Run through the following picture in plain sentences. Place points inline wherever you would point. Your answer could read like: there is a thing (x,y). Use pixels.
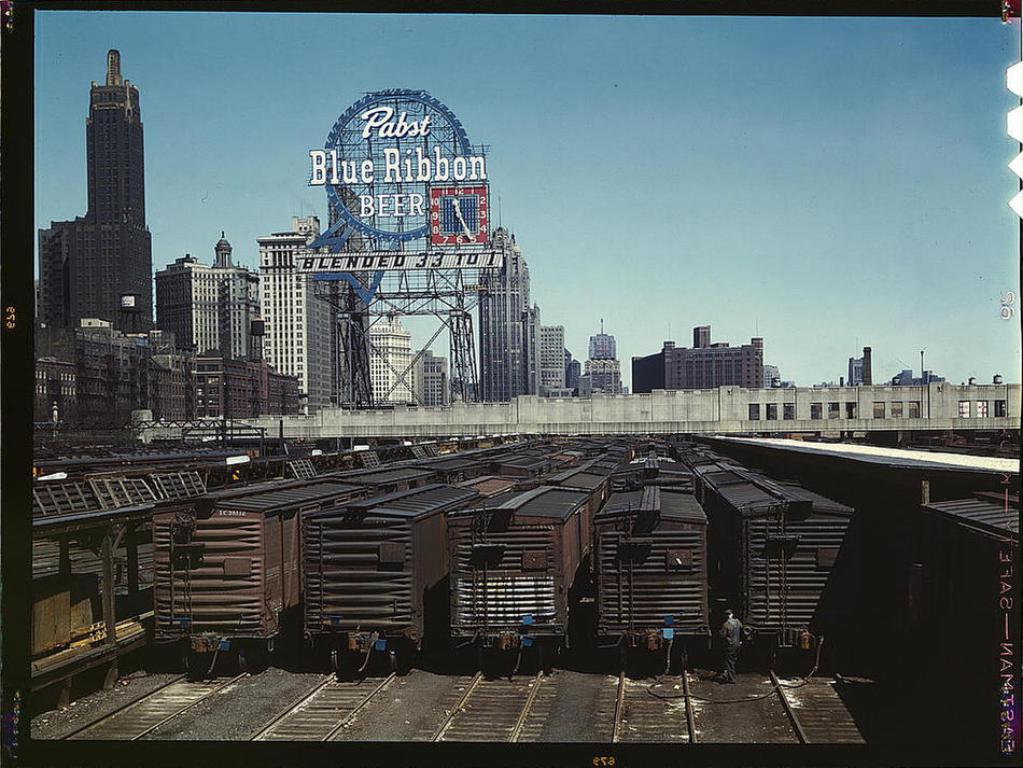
In this picture there are few trains (524,568) on the tracks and there are buildings (486,330) in the background (539,341).
